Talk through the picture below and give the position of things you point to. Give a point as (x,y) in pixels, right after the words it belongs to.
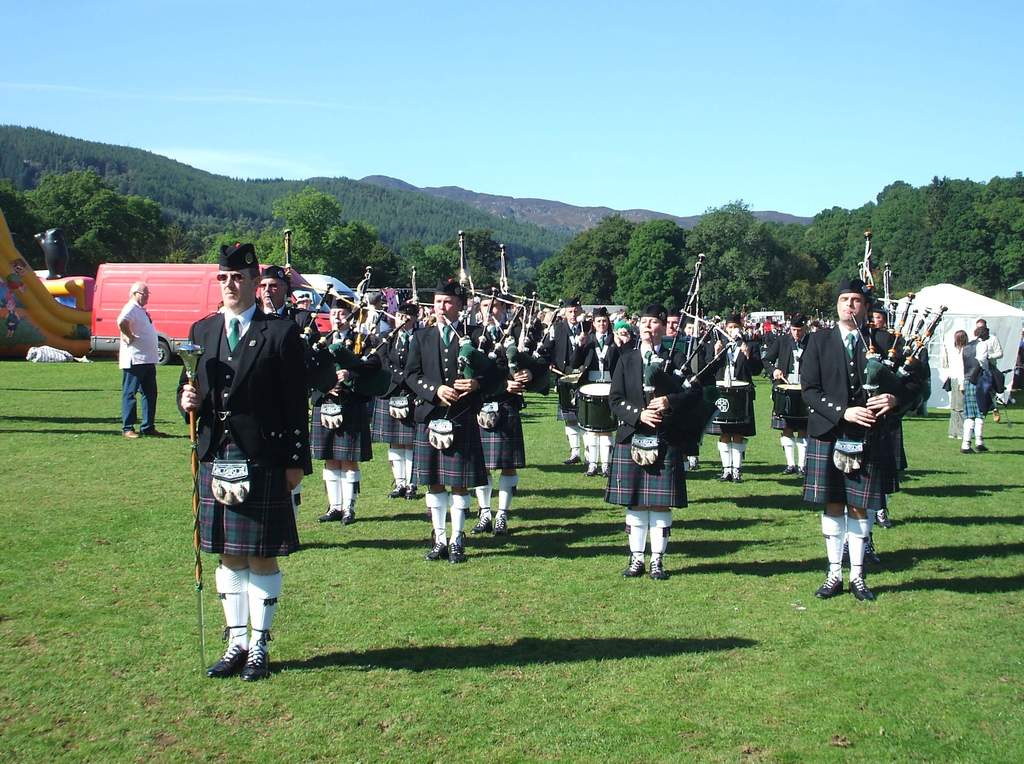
In the image there are many men (292,399) in uniform (431,393) standing on the grassland (732,607) playing music instruments (722,414) and behind there are many people (954,381) standing, in the back (62,218) there are hills (162,208) covered with trees (363,219) all over it and above its sky (554,105).
